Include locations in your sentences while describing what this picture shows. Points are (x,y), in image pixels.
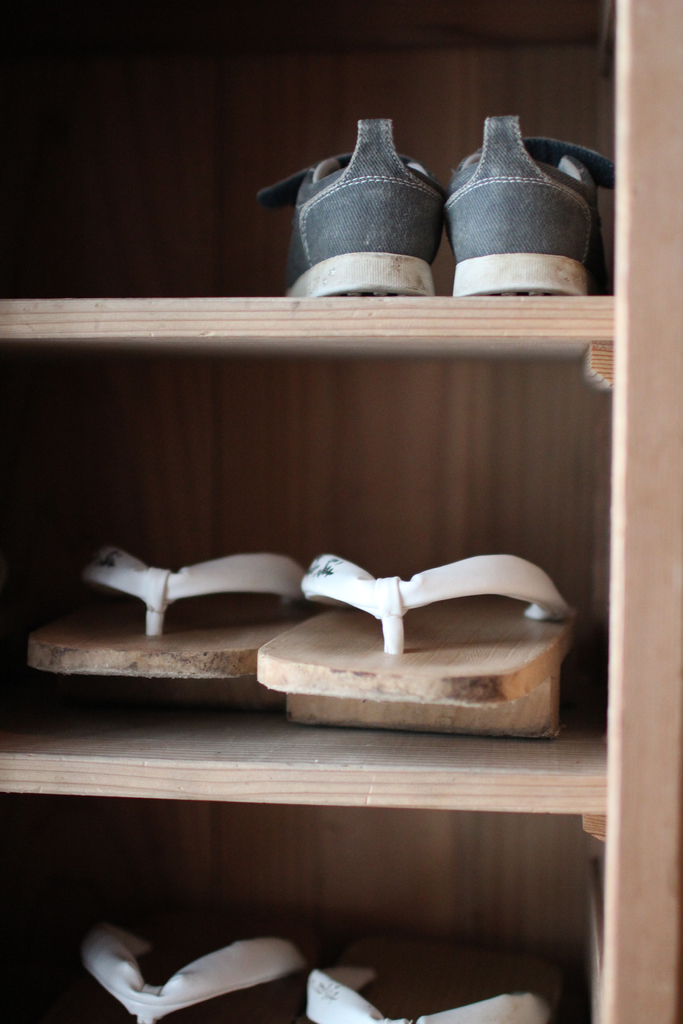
In this image, we can see some shelves (629,234) with footwear (530,1023).
